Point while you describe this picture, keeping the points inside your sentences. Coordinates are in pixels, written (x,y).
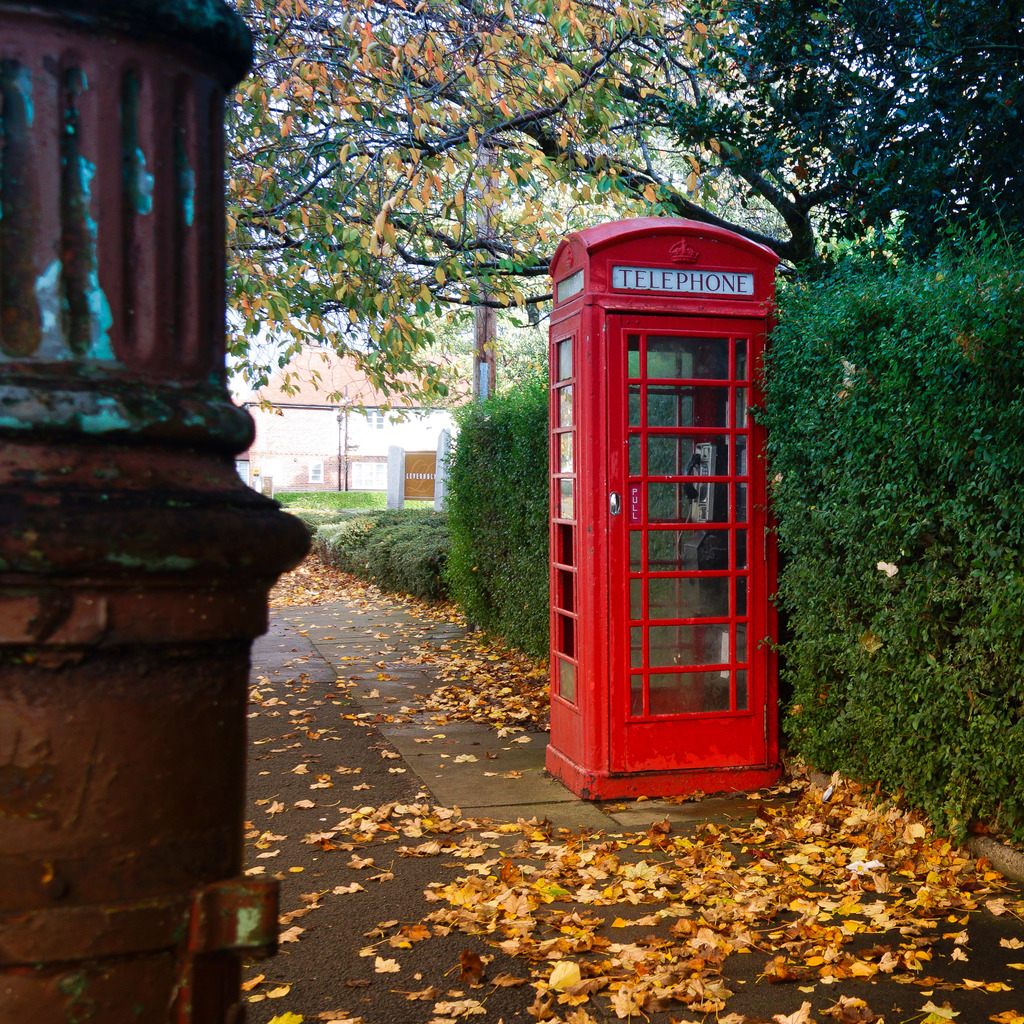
In the picture I can see an object (136,448) in the left corner (136,448) and there is a telephone booth (701,453) and few plants (882,432) behind it in the right corner (870,540) and there are trees (488,183) and a building (378,415) in the background (422,440).
